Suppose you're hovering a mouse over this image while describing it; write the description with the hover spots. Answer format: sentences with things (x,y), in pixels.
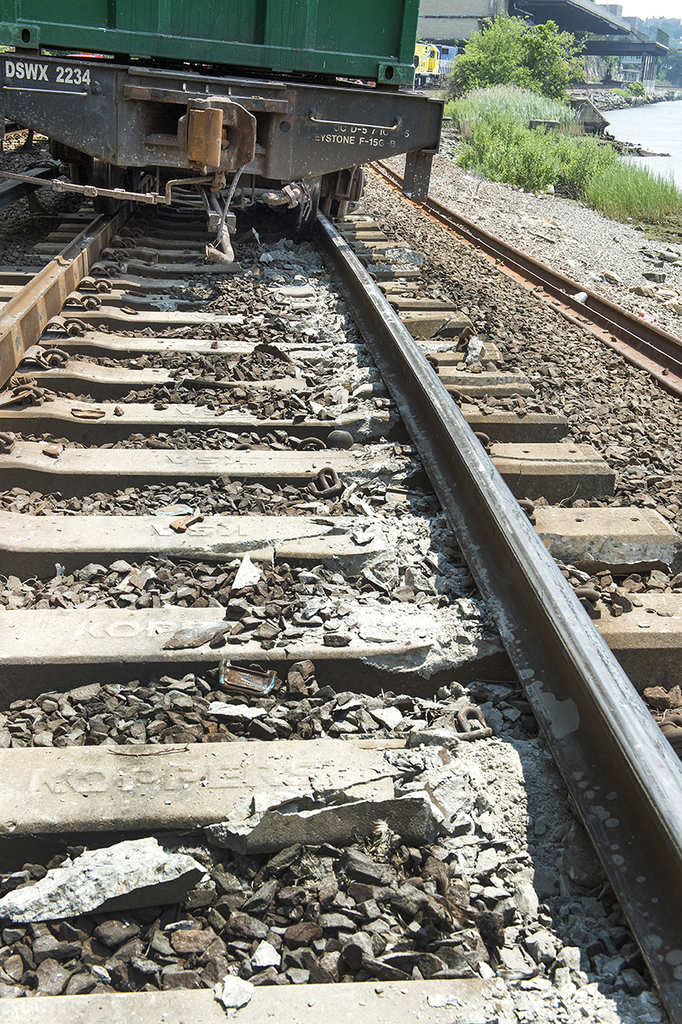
In this image, we can see a railway track (468,703) and there is a train (303,119) on the track (30,392), at the right side (570,167) there are some green color plants (489,96).
